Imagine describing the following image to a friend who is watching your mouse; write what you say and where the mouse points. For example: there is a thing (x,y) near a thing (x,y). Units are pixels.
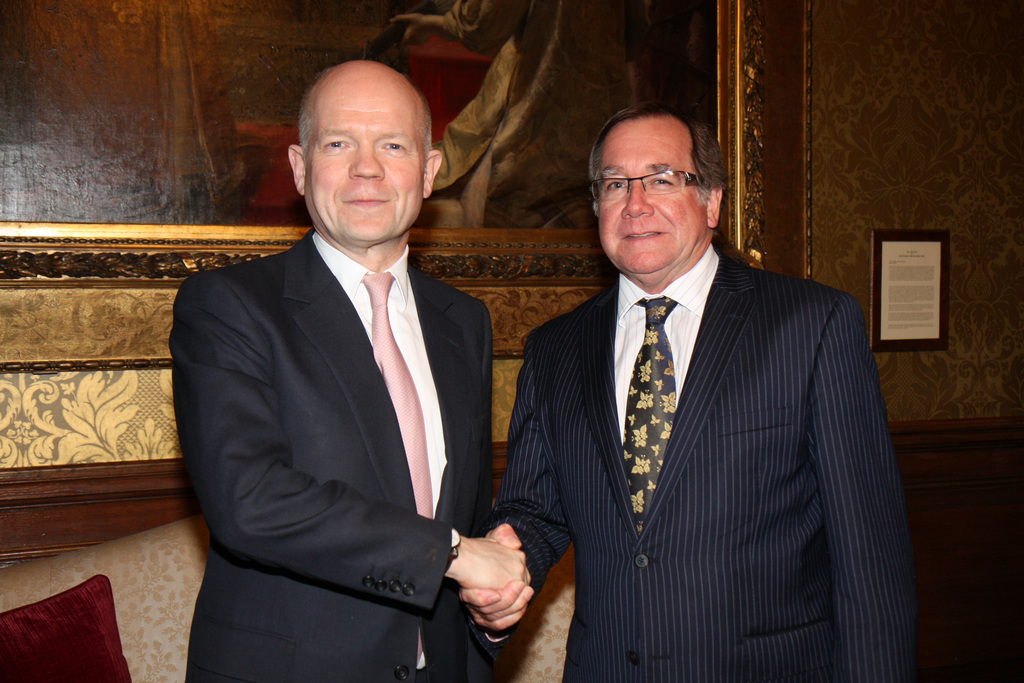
In this image we can see men (478,586) standing and holding their hands (480,543). In the background (499,59) there is a wall hanging (196,122) attached to the wall (815,123) and a couch (134,593).
